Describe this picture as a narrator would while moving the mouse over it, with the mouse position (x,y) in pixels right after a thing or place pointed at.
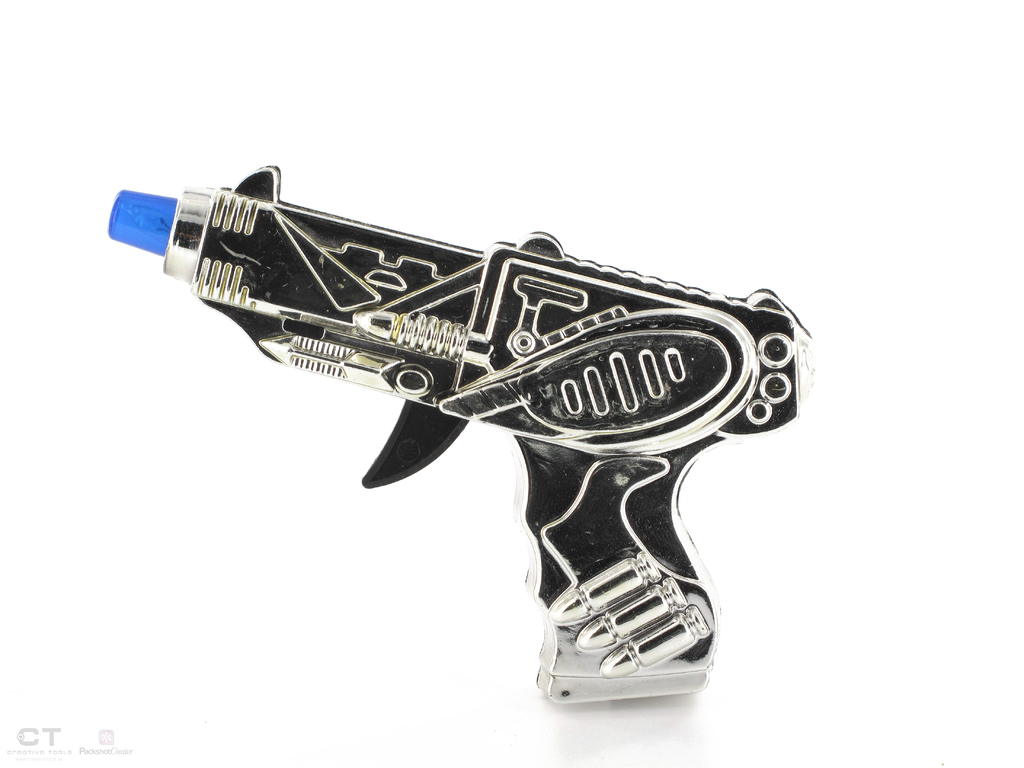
In this image there is a toy gun (473,420).
